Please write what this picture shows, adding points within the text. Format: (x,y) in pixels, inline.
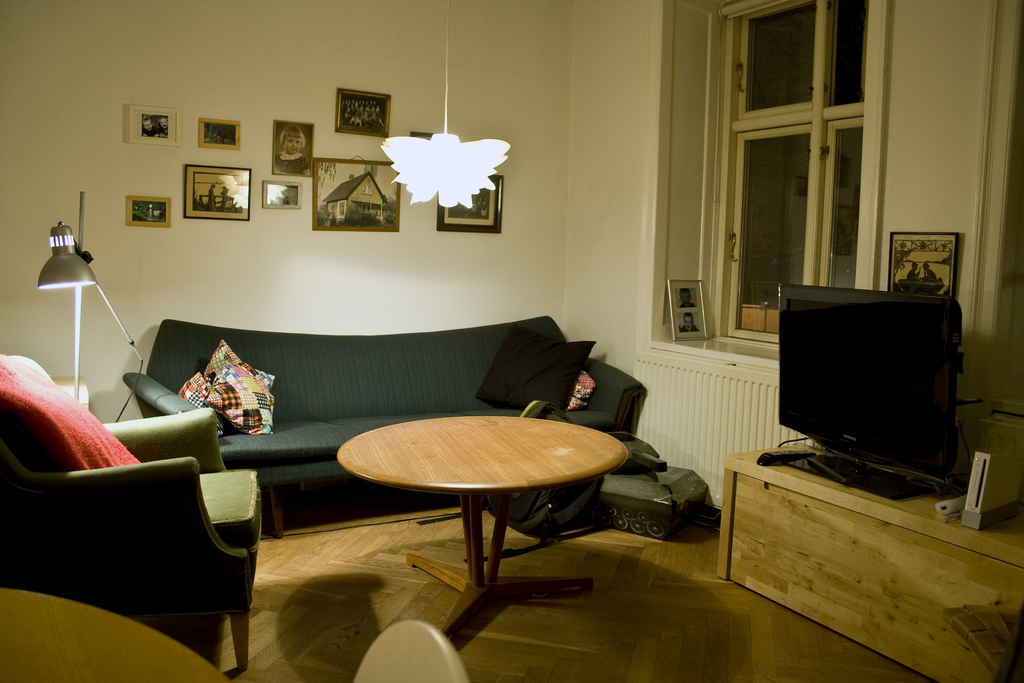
In a room (519,366) there is a sofa (322,405) TV (910,419) lamp (58,281) and table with some photo frames (282,144) on the wall (557,229) and a chandelier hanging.
